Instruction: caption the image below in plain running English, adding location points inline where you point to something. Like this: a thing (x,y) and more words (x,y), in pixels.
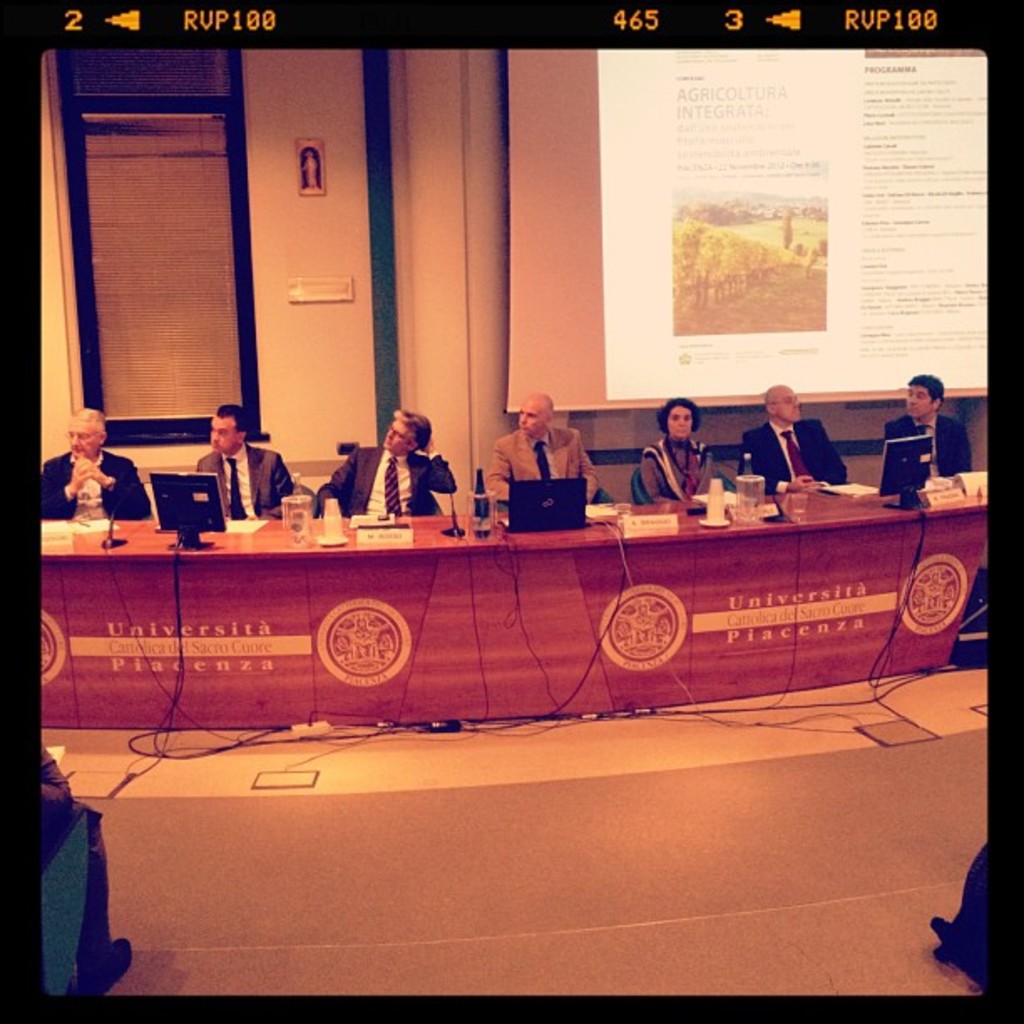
In this picture there is an image of conference held by some university there are seven people (433,479) sitting on the chair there is a long table (819,557) in front of them and there are some monitors (585,503), glasses (709,514), plates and papers (371,523) in front of them, behind these people (360,467) there is a projector (605,168) to the left side of the projector (710,104) in the background (166,189) there is a window (128,208), a switch board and a wall (295,78).
